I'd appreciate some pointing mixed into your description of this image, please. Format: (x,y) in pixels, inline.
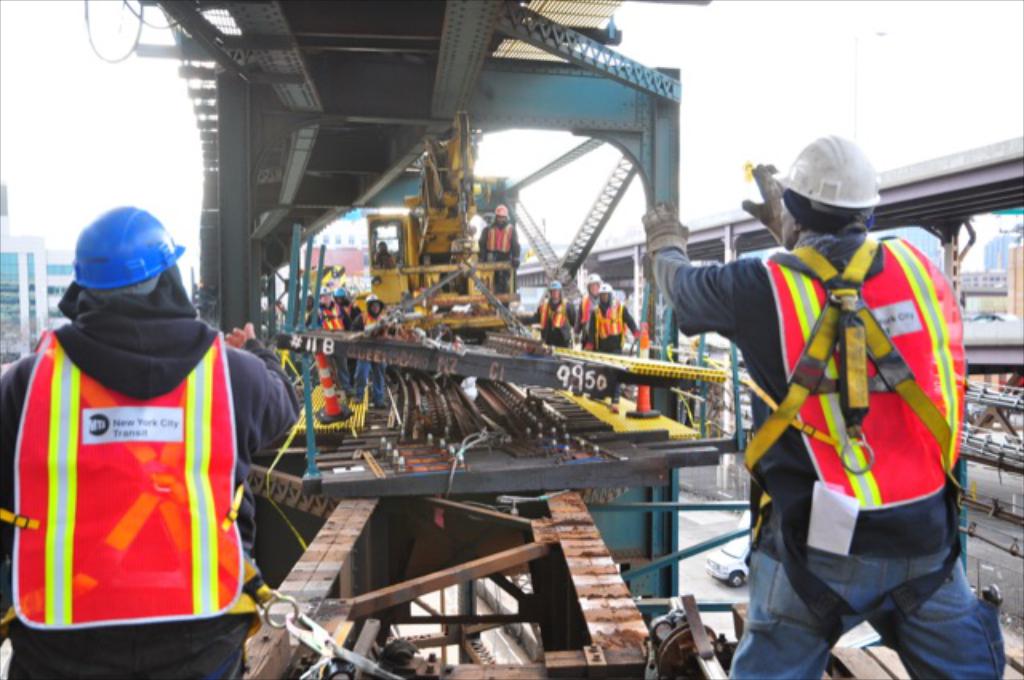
In this image I can see few people (769,391) with the aprons (867,295) and helmets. In-front of these people (819,311) I can see the yellow color vehicle (428,267) and the bridge (297,154). To the right (756,249) there is an another bridge (909,208) and I can see many buildings (987,260) and the sky (732,106) in the back (790,78).
